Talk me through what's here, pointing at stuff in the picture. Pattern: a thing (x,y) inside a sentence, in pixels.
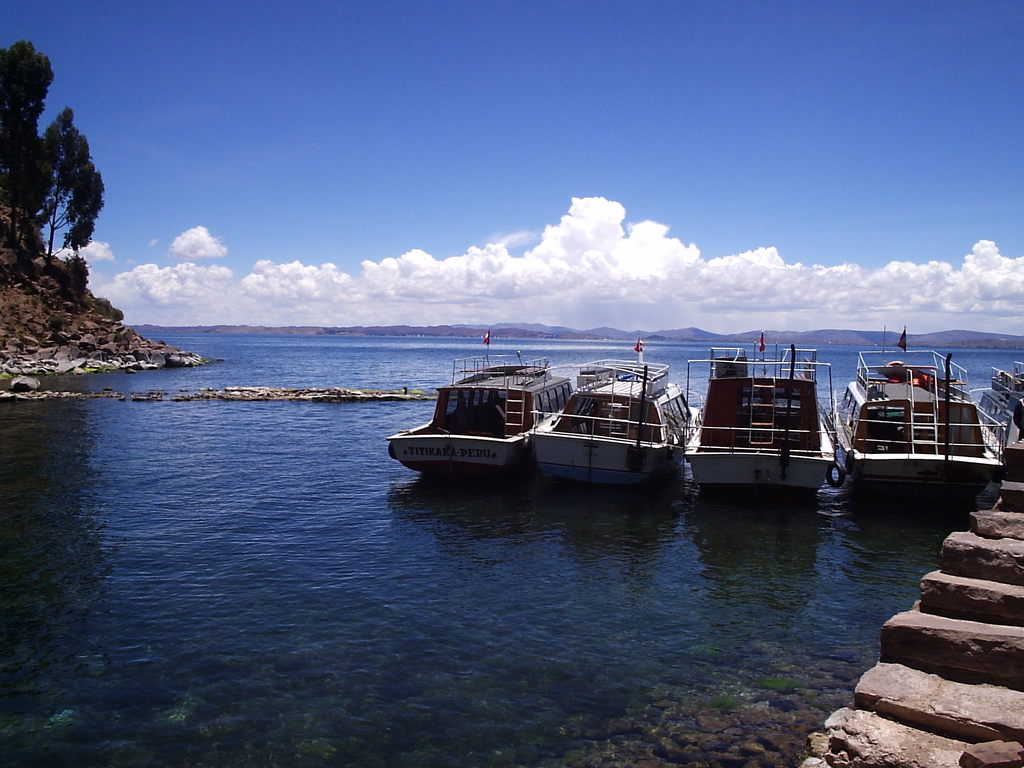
In this picture I can see some boats (481,470) on the water (669,500). On the right side (941,680) I can see steps (962,536). On the left side (31,177) I can see trees (33,191) on the ground (28,330). In the background (116,180) I can see mountains (544,334) and the sky (572,263).
